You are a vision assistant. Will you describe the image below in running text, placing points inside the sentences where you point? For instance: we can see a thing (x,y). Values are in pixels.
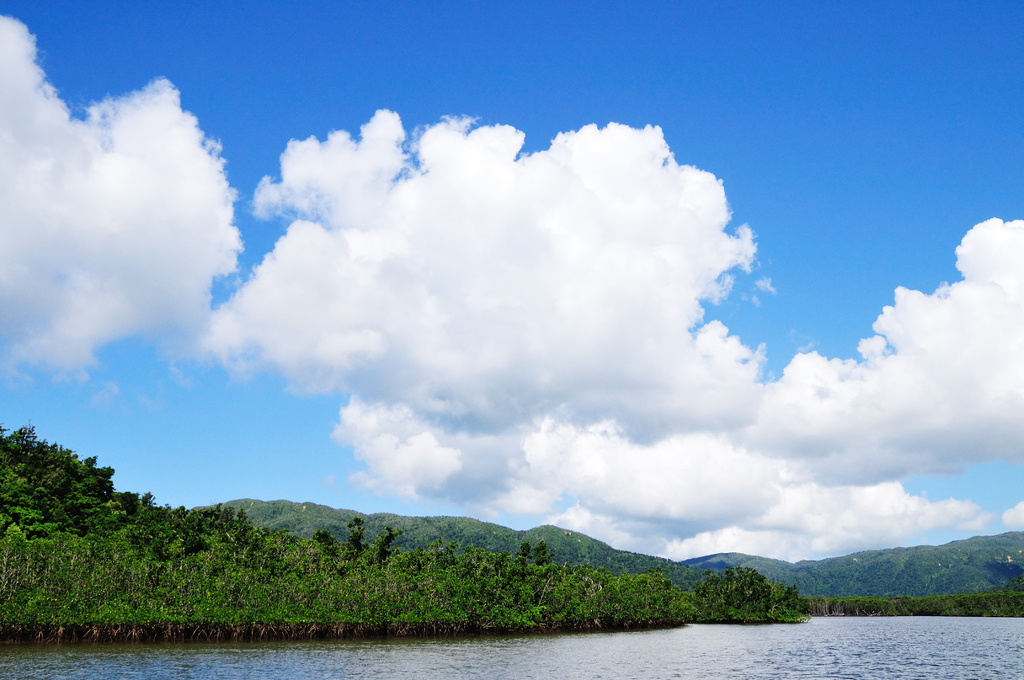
This picture is clicked outside. In the foreground (343,672) we can see a water body (695,649) and the plants (123,580). In the background (570,513) we can see the sky (843,197) which is full of clouds (587,340) and we can see the hills (948,571).
